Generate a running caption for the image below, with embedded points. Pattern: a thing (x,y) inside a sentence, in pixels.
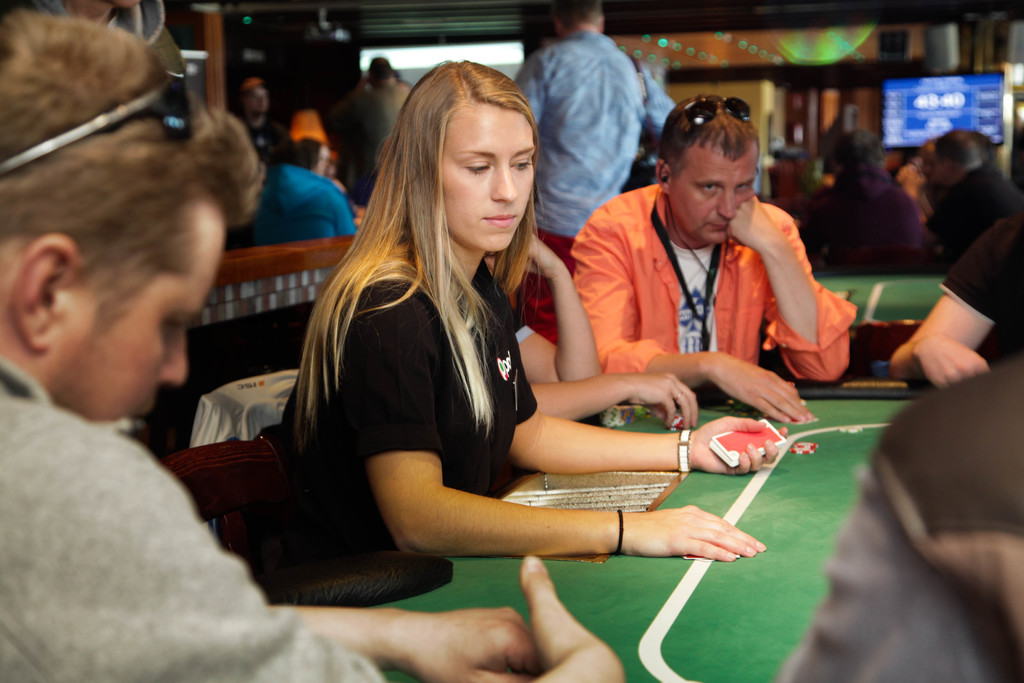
There are few people (648,533) at the table (631,559) and a woman (721,542) is holding cards (744,438) in her hand (756,460). Behind them there are few people (956,138) and a screen (918,138).
